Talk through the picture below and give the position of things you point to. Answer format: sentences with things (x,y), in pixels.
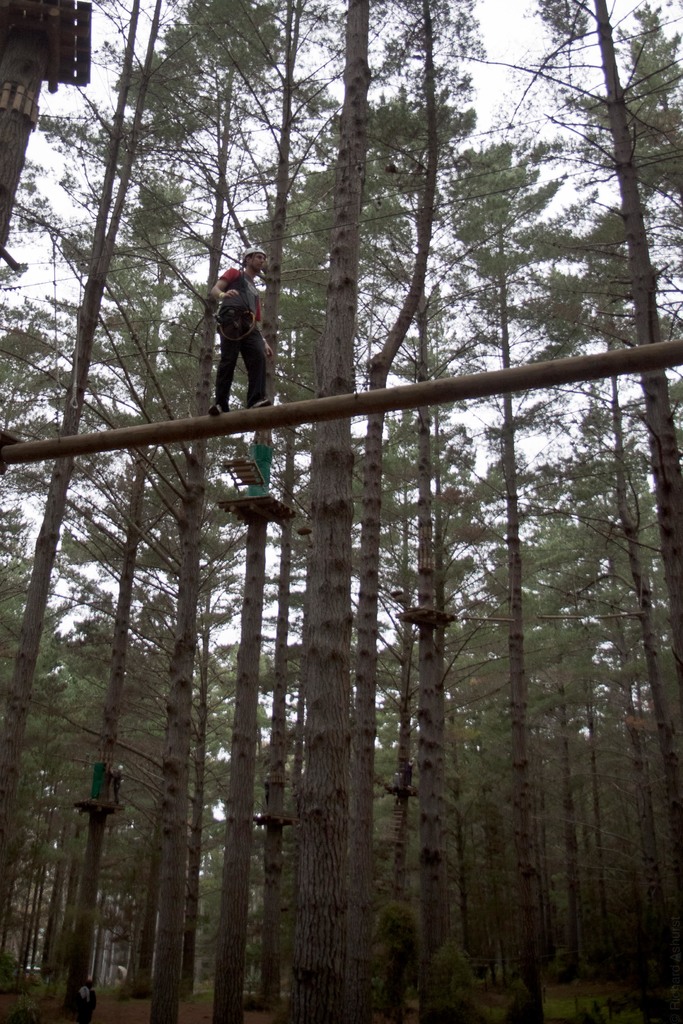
In this image, we can see a person (252,386) walking on the wood (83,448), there are some green trees (383,780), at the top (369,296) we can see the sky (81,106).
